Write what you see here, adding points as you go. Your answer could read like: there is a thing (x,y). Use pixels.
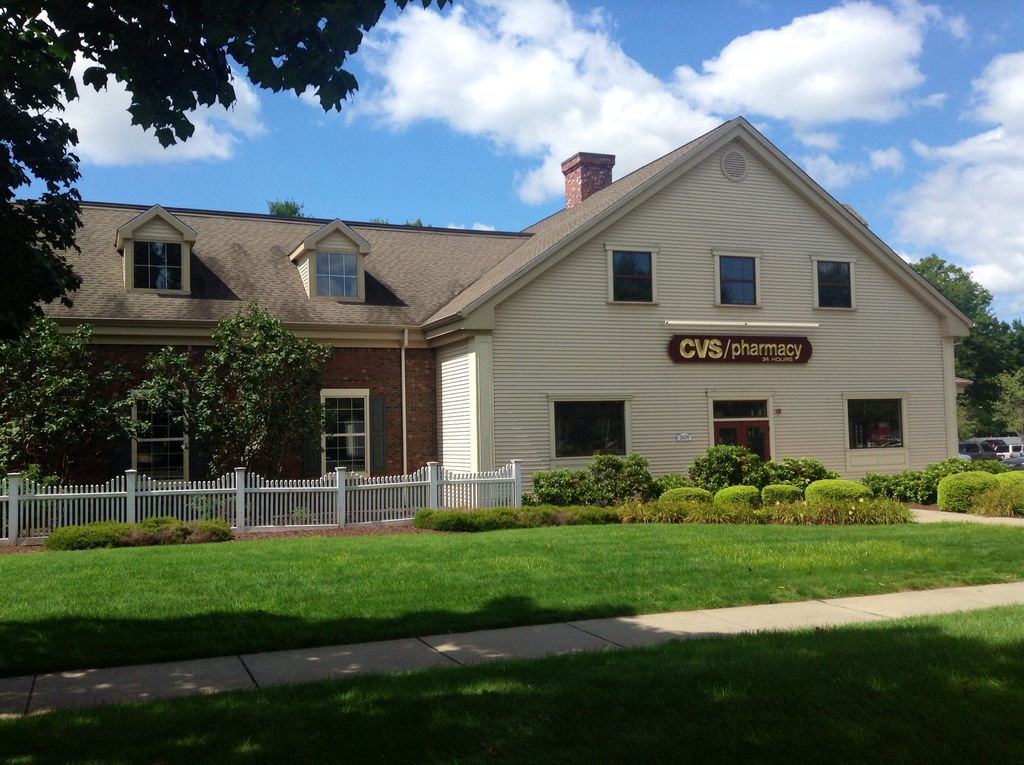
There is road (383,657). On both sides of this road (400,667), there is grass (862,650) on the ground (825,644). On the left side (57,202), there is a tree (47,153). In the background (65,519), there is a fencing (165,510), near plants (643,467), trees (294,394) and a house (923,287), there is a vehicle (979,445) on the road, near trees (1020,395) and there are clouds (632,140) in the blue sky (455,126).
